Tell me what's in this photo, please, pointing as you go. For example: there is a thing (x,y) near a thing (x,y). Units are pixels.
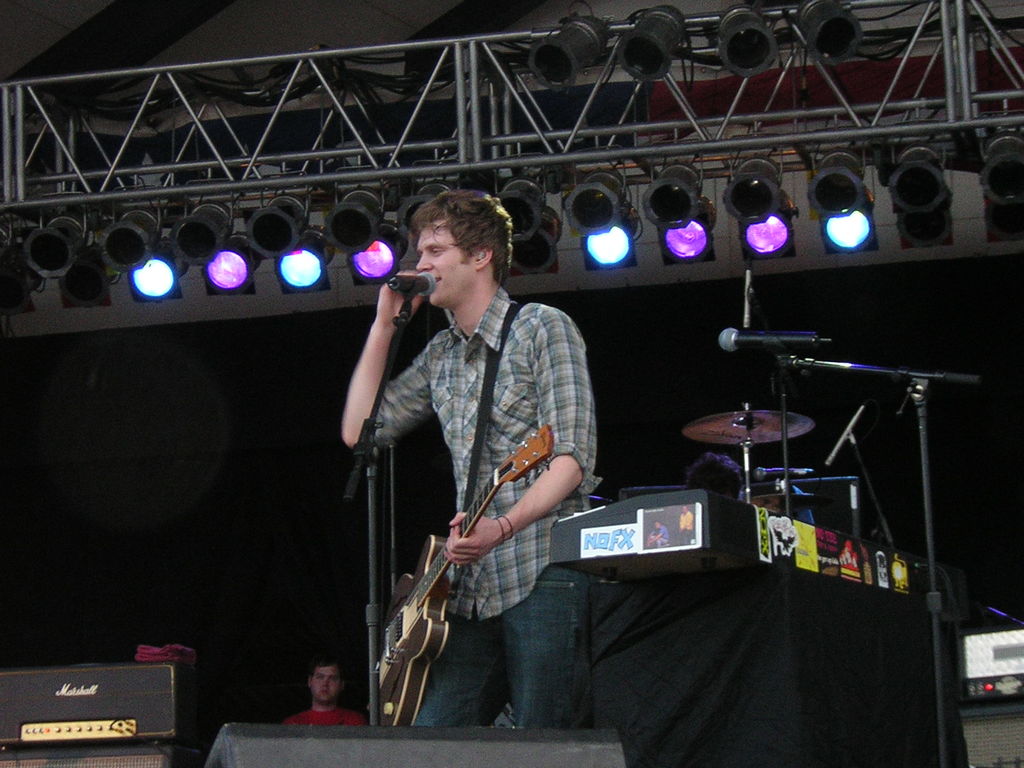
This person (515,428) is holding a guitar (534,448). In-front of this person (474,320) there is a mic (424,287) and holder (375,514). Backside of this person (568,461) there are musical instruments (764,420) with mic (791,344). On the top of the picture (374,245) there are lights (536,245). Far the man (328,716) is standing.
